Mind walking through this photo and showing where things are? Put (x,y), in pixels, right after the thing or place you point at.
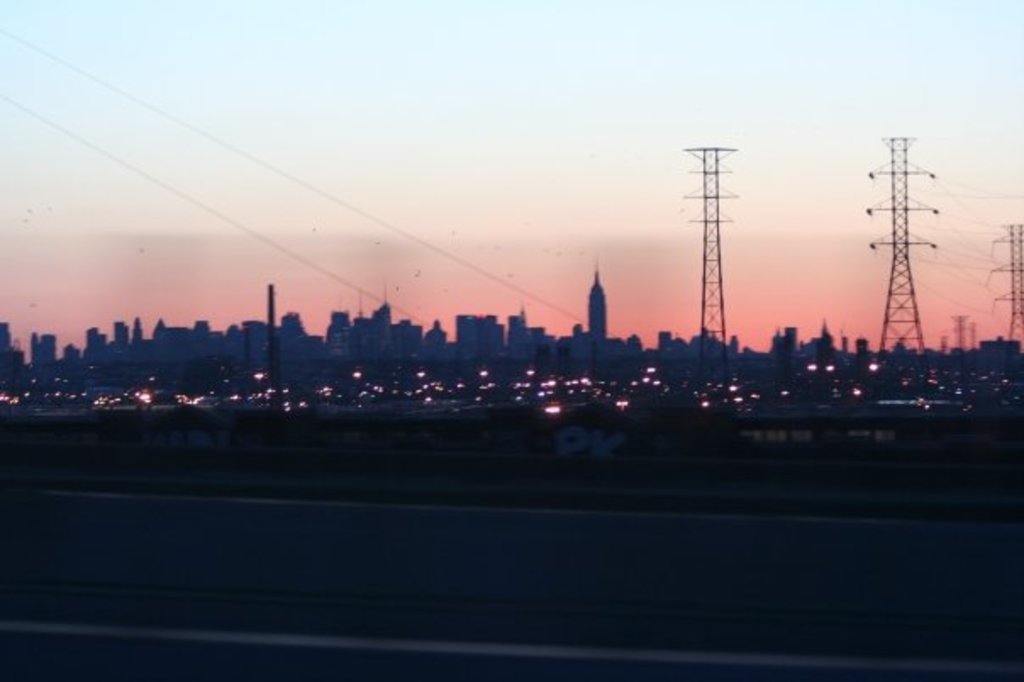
In this image I can see number of buildings (1022,368), lights (478,396), wires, four towers (731,149) and the sky (334,165).
